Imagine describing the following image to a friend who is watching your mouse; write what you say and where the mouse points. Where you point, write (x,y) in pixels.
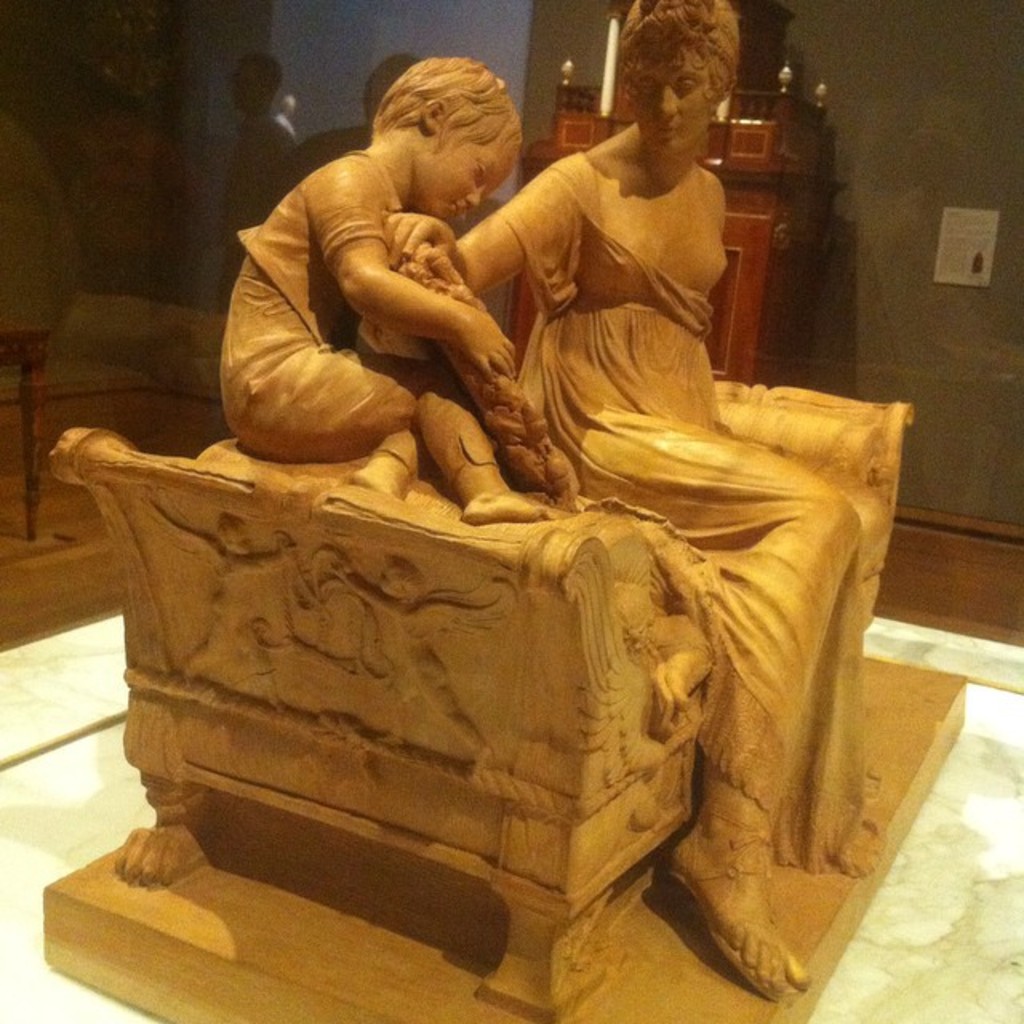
There is a wooden carving (692,437) of a woman (711,478) sitting on a chair (529,559) and there is a child (404,420) beside her. There is a glass wall (207,124) at the left (216,70) and a table (766,142) at the center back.
